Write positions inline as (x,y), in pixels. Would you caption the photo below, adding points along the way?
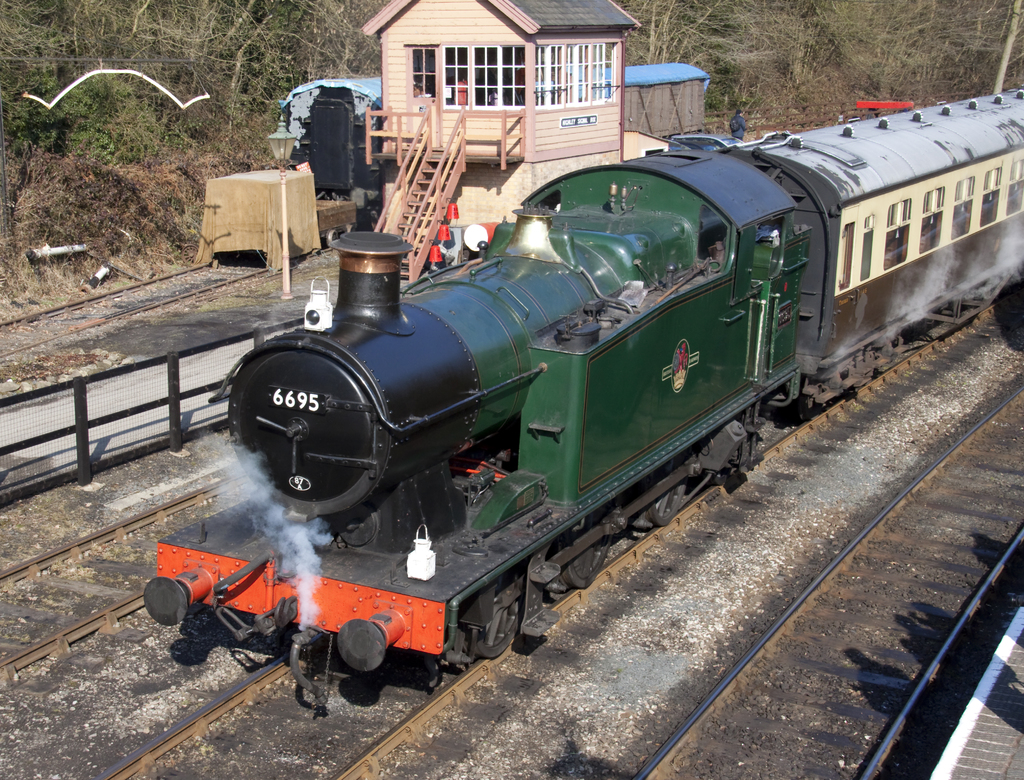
In this picture, we see a train (406,413) in black and green color is moving on the tracks (437,699). At the bottom (304,715), we see the railway tracks (841,750). Beside the train (369,481), we see the railing (194,395) and a building (434,118) with a grey color roof (529,11). We see the staircase (425,203) and the stair railing (422,227). Beside that, we see a light pole (288,292) and a table (251,219) or a tent (270,234). Behind that, we see a vehicle (323,138) in black and blue color. Beside that, we see a man (733,124) is standing. There are trees (817,40) in the background (783,36).
